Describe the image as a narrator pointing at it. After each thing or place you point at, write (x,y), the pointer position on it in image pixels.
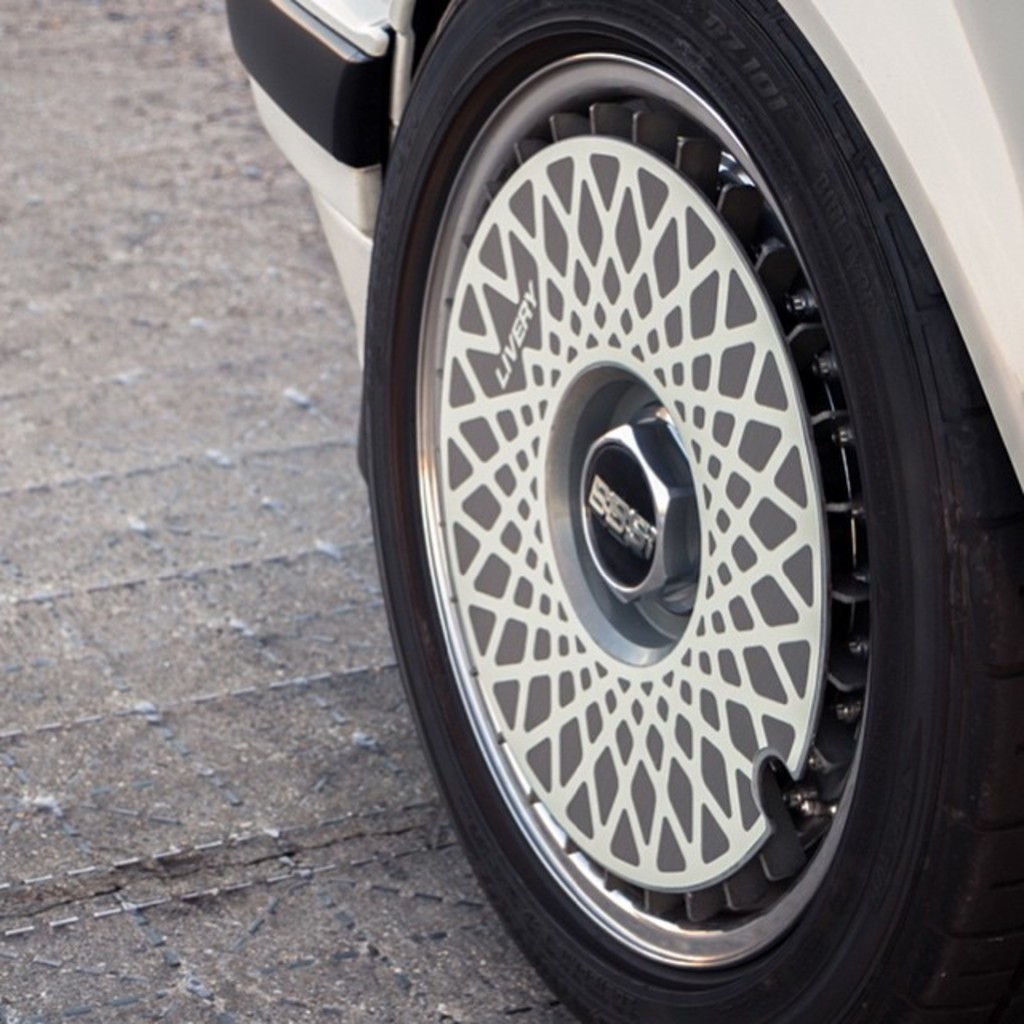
In this image I can see a vehicle tyre (465,730) on the grey color surface (221,646).
